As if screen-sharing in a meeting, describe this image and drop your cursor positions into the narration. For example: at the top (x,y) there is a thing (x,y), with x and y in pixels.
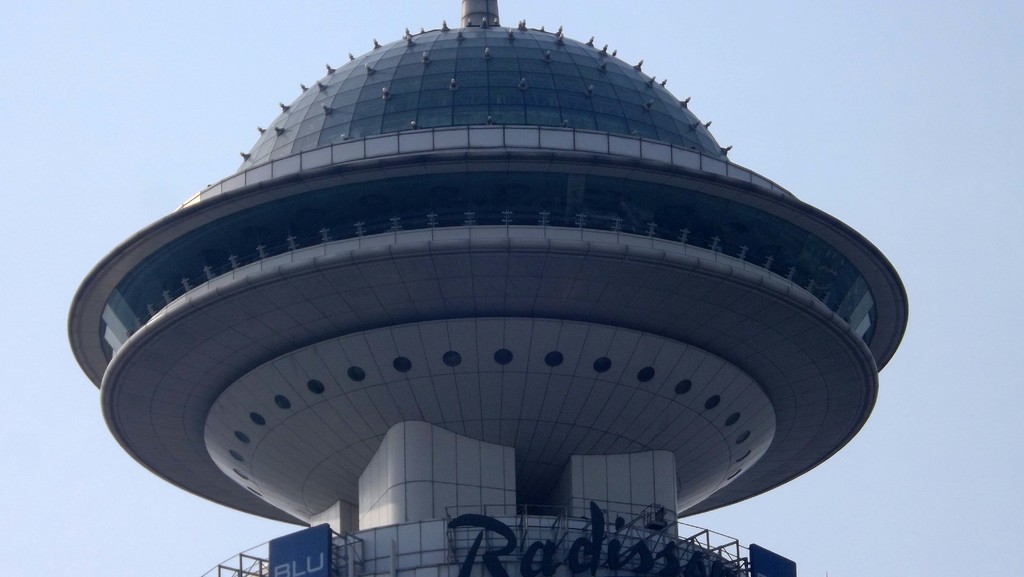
In this image there is building (569,322), in the background (77,226) there is a sky (690,106).
